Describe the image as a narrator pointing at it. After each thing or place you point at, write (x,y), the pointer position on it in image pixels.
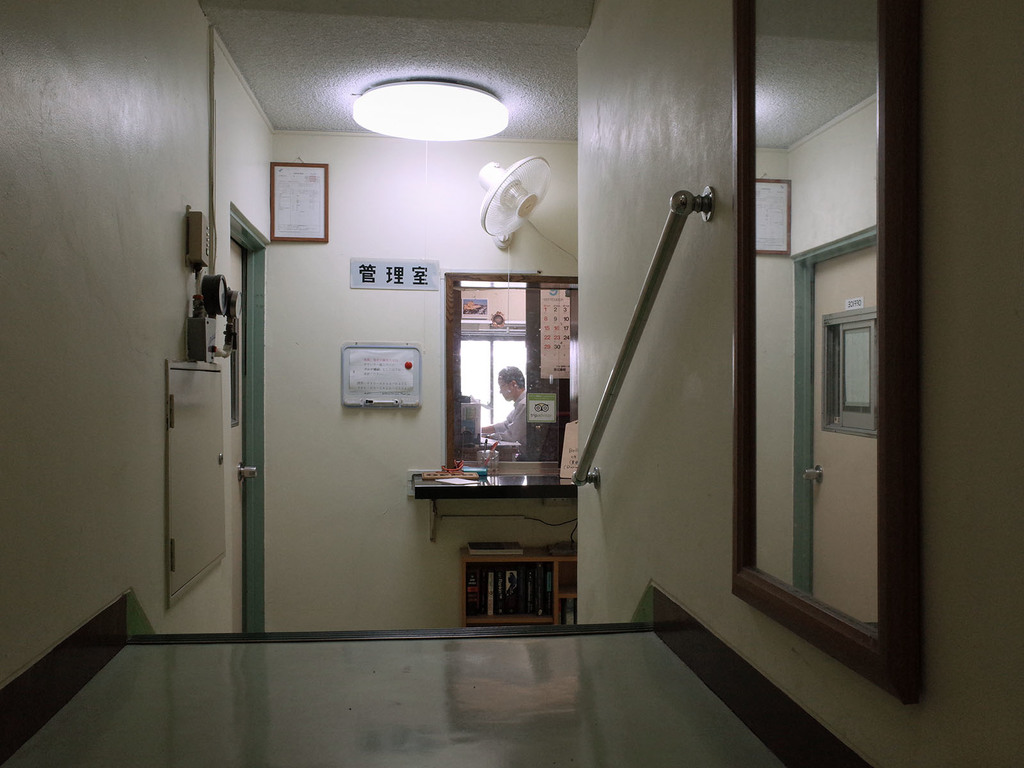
This image consists of a light (397,119) at the top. There is a window (554,331) in the middle (523,443). There is a mirror (801,313) on the right side (741,367). There is a frame (287,195) at the top (306,199). We can see a person (490,436) in the window (463,280).
